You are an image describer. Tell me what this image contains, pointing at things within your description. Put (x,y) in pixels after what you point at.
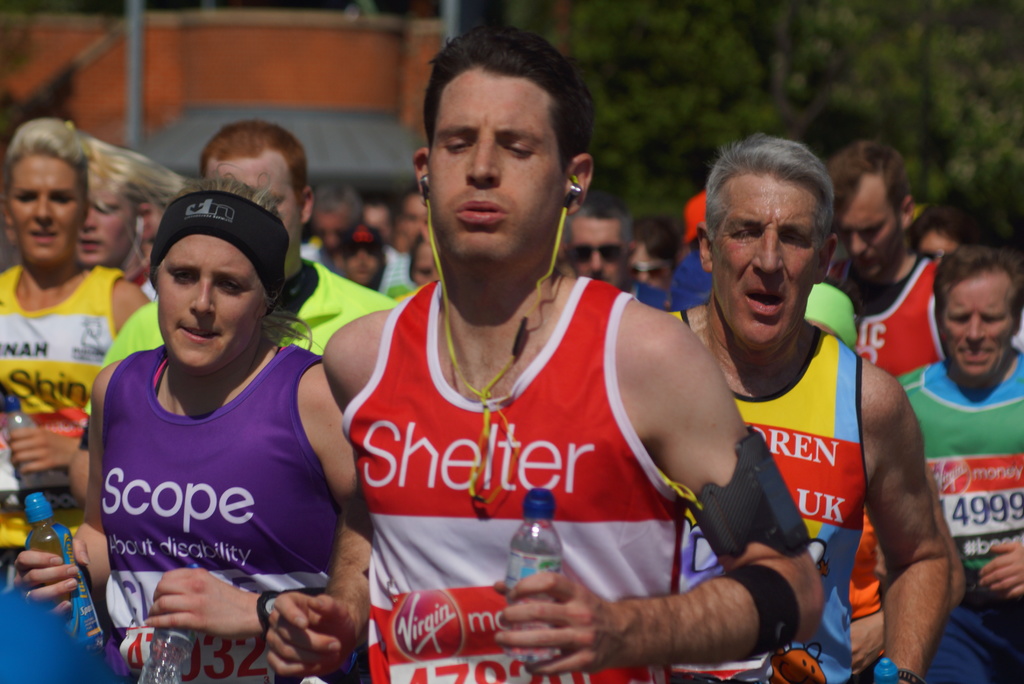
In this given picture, We can see a group of people (199,342) running after that, We can see a person (439,355) in red color sleeveless vest (572,493) listening to music and holding a water bottle (530,568) including few other persons (180,304).
